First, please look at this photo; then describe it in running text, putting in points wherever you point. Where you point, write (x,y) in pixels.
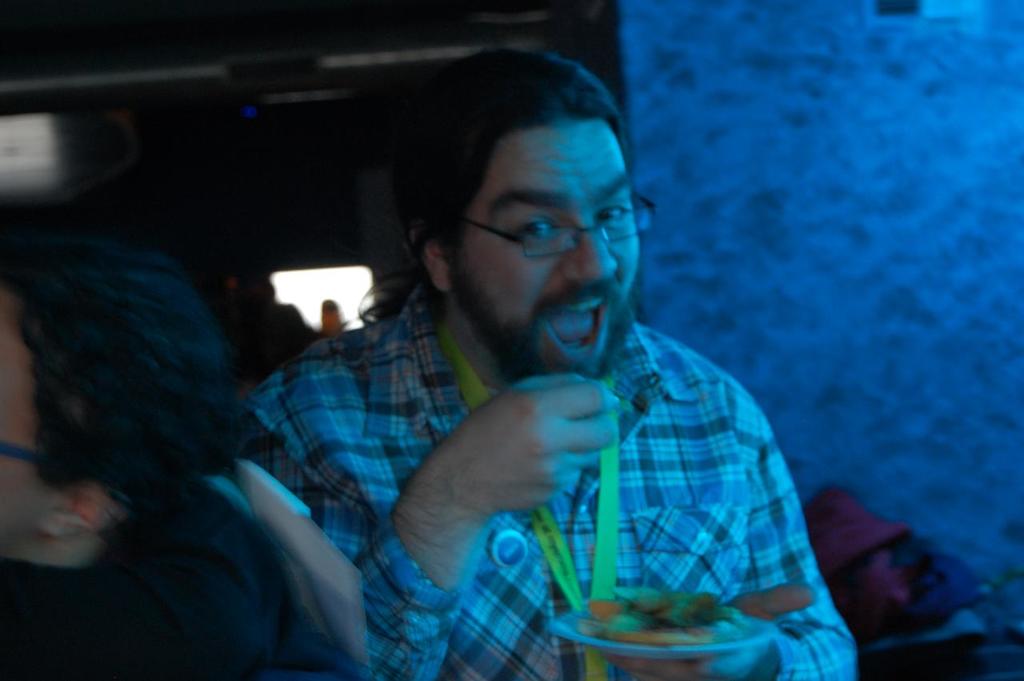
In this image a man (507,506) is holding a plate (600,633) of food (655,611). He is wearing a checked shirt (317,411). In the left (109,411) there is another person (110,503). In the background (787,339) there is wall (934,476) and few other things (867,580) are there.
